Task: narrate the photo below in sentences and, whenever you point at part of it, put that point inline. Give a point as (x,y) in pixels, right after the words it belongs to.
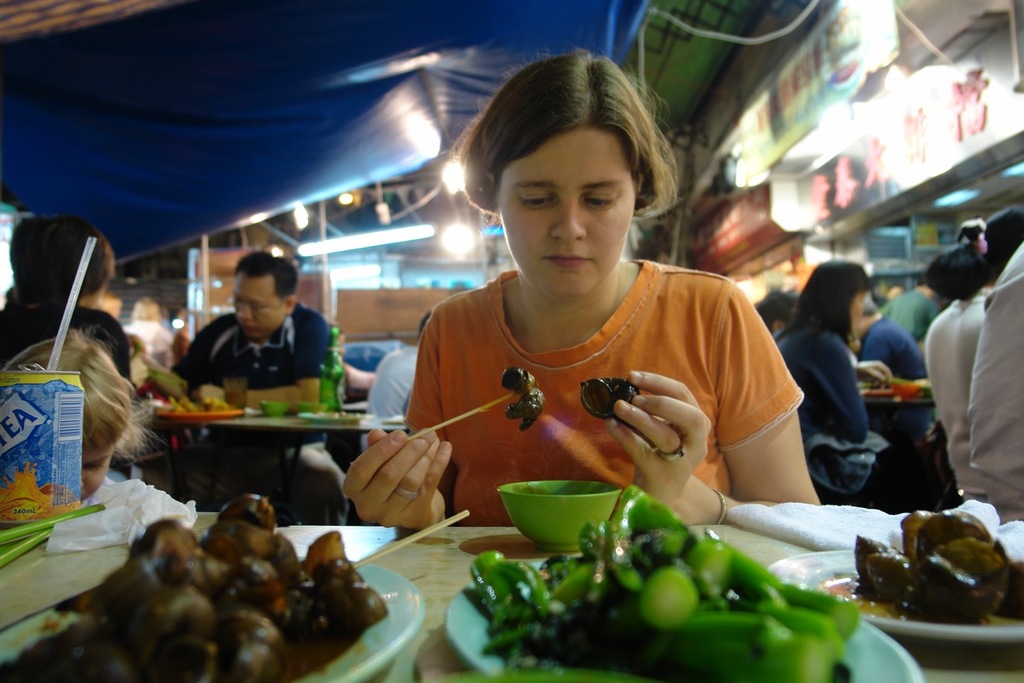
The image is taken in the streets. At the bottom of the image (520,544) there is a table (470,547). We can see people (454,375) sitting around the tables (874,399) and eating. On the tables (428,607) there are plates (852,645), and, napkins (129,532) and some food (697,607). In the background (450,225) there are buildings (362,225), lights (405,238), and tents (291,179).
